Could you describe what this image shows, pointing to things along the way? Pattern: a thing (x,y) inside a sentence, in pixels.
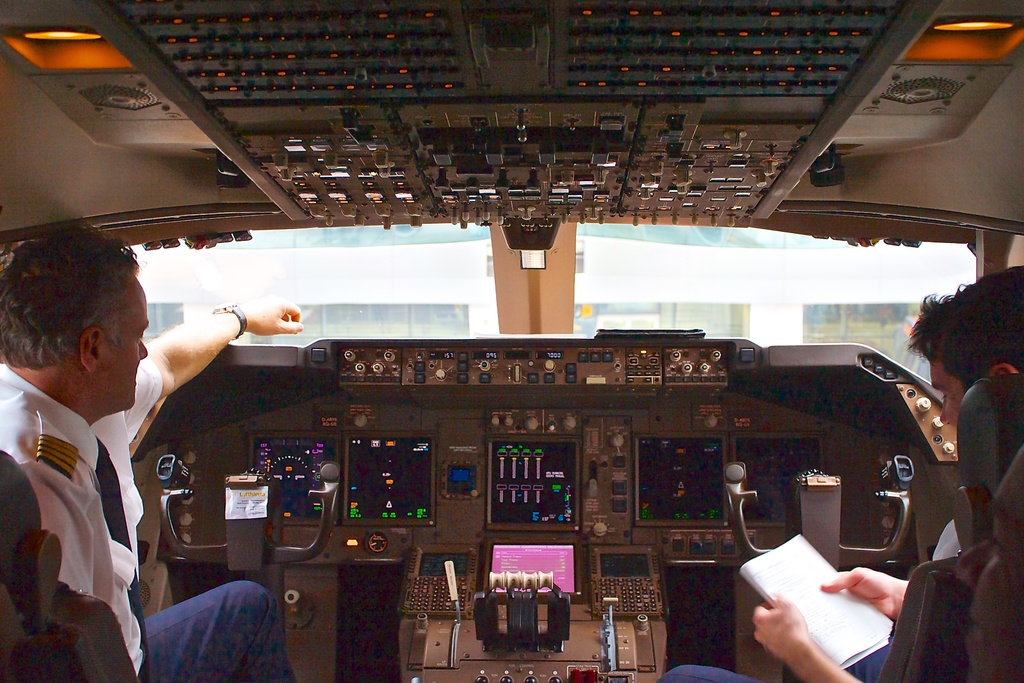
In this image I can see two people (86,389) sitting on the seats (990,543) and holding book (863,590). In front (653,413) I can see inside the cockpit (631,451).
